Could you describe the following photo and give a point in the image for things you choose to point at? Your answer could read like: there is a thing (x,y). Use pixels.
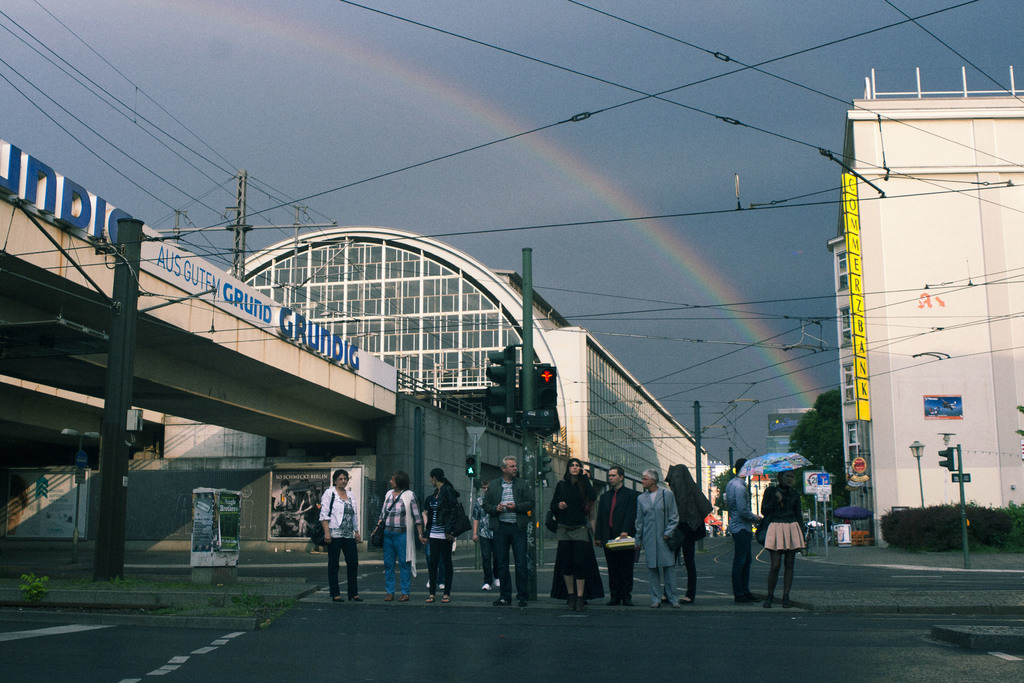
In this image, we can see people (593,567) standing on the road (454,625) and in the background (423,345), there is a bridge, buildings (869,374), trees (811,418), poles (962,521) along with wires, traffic lights (554,402), sign boards (828,479) and there are bushes (973,528).
